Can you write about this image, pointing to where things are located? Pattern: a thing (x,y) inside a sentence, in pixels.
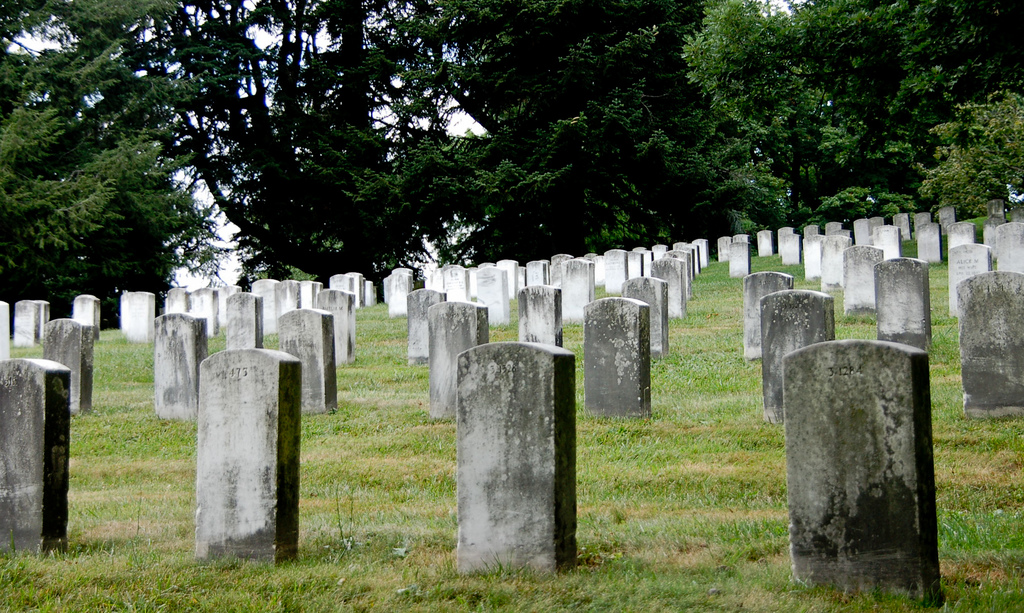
This image is taken in a graveyard (342,460). In this image there are many tombstones (322,364). In the background (73,205) there are many trees (351,147). At the bottom of the image (348,520) there is a ground (672,549) with grass (740,541).
